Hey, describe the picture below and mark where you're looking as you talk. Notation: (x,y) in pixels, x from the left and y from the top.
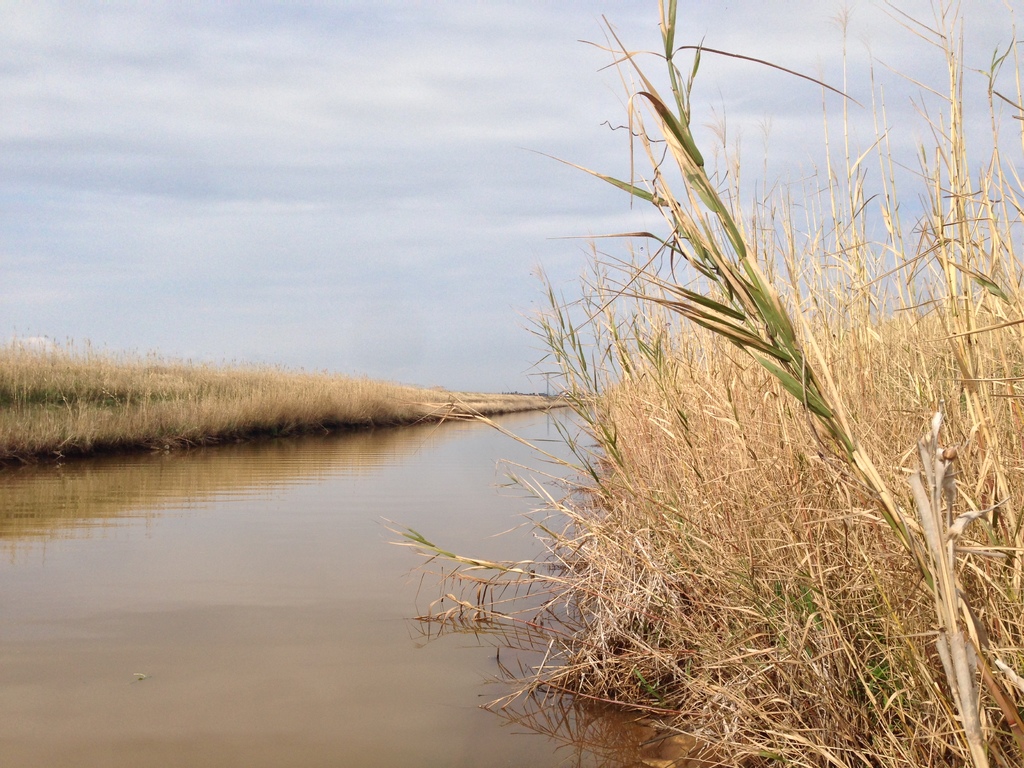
We can see grass (662,281) and water (444,465). In the background (367,197) we can see sky (331,168).
